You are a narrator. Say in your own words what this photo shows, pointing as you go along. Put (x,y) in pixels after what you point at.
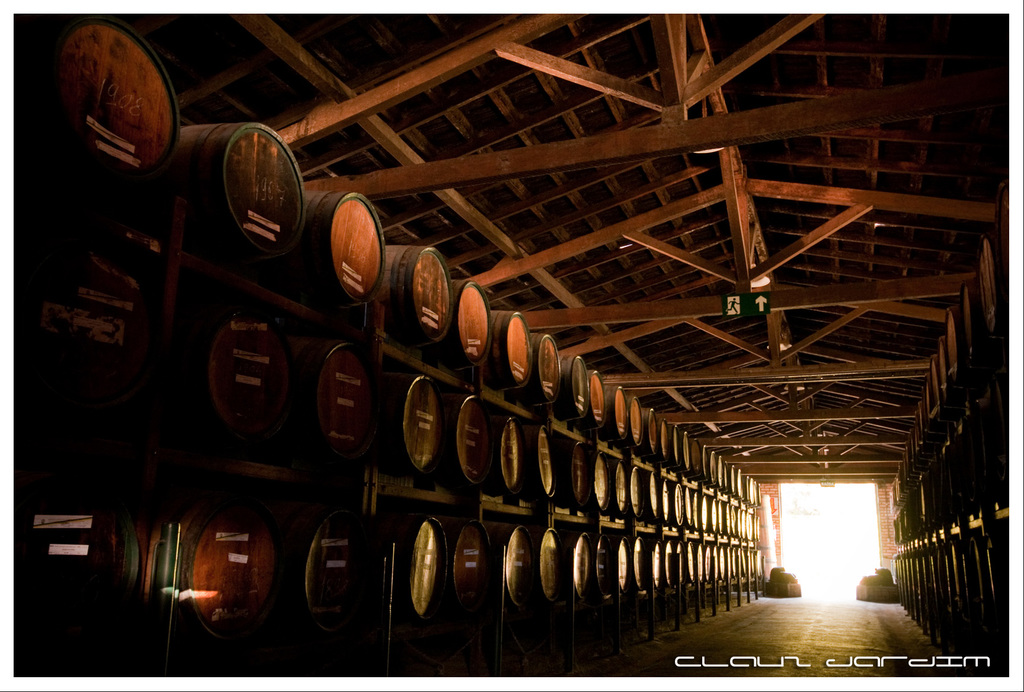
In this image we can see barrels (370,252) placed in the racks (922,616). On the right (842,595) there is a door (848,527). At the top (615,111) there is a roof (663,329).
